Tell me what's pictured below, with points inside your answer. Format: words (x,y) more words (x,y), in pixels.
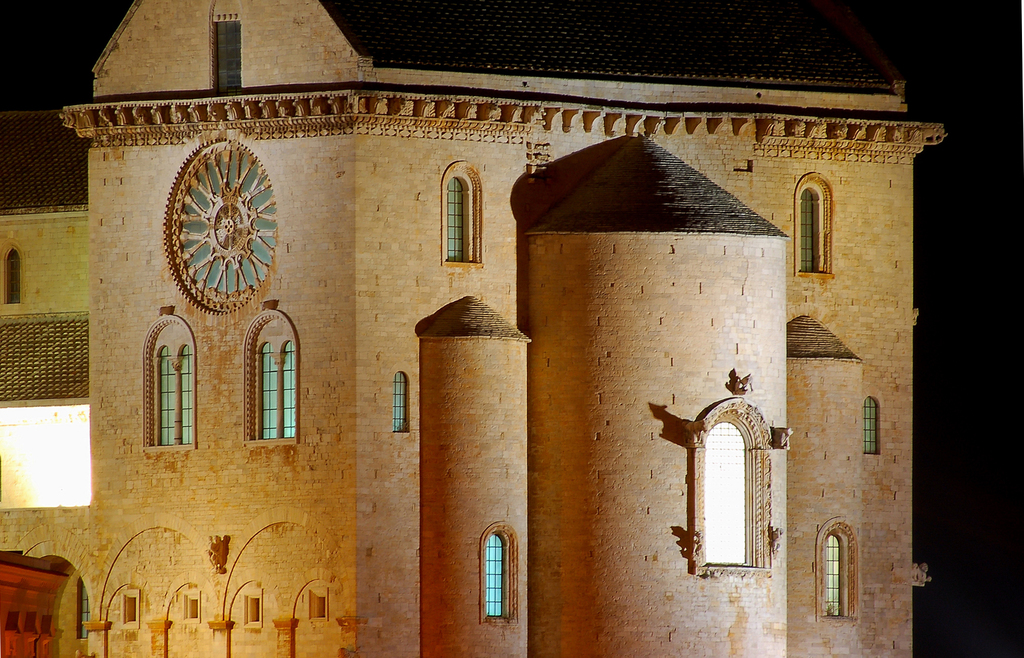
In the picture we can see building (284,377) which has windows (260,379).
